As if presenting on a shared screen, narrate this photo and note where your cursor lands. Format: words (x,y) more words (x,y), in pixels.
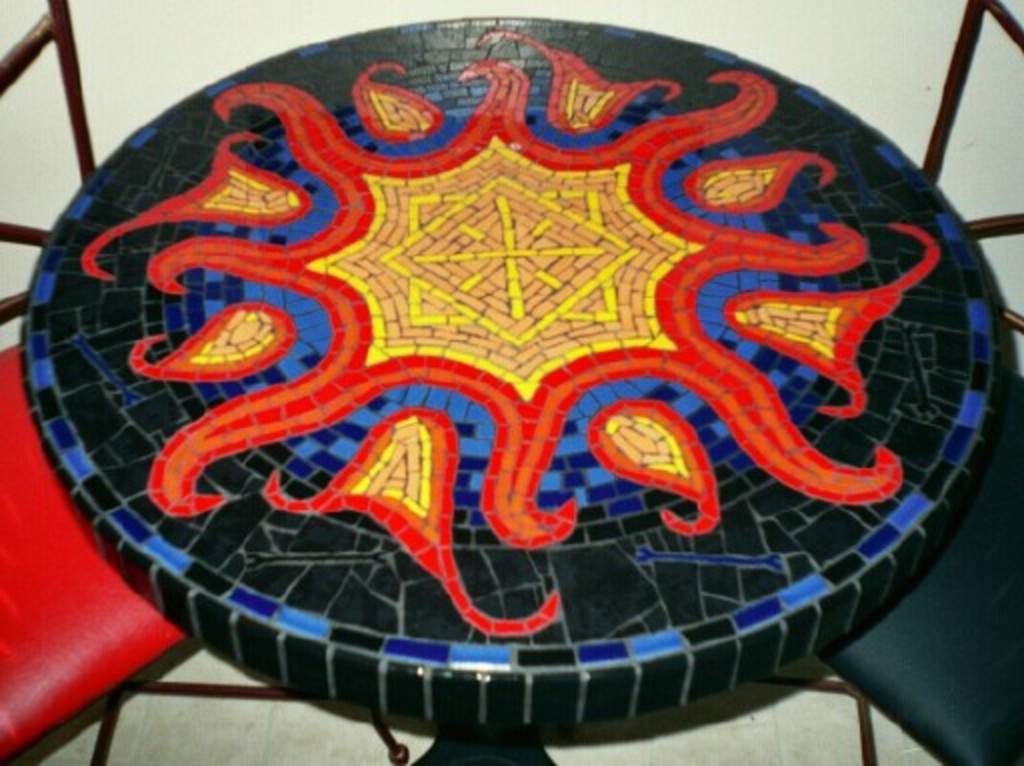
In this picture we can see chairs (990,757) and painting (390,465) on the table (343,477). In the background of the image (329,7) it is white.
